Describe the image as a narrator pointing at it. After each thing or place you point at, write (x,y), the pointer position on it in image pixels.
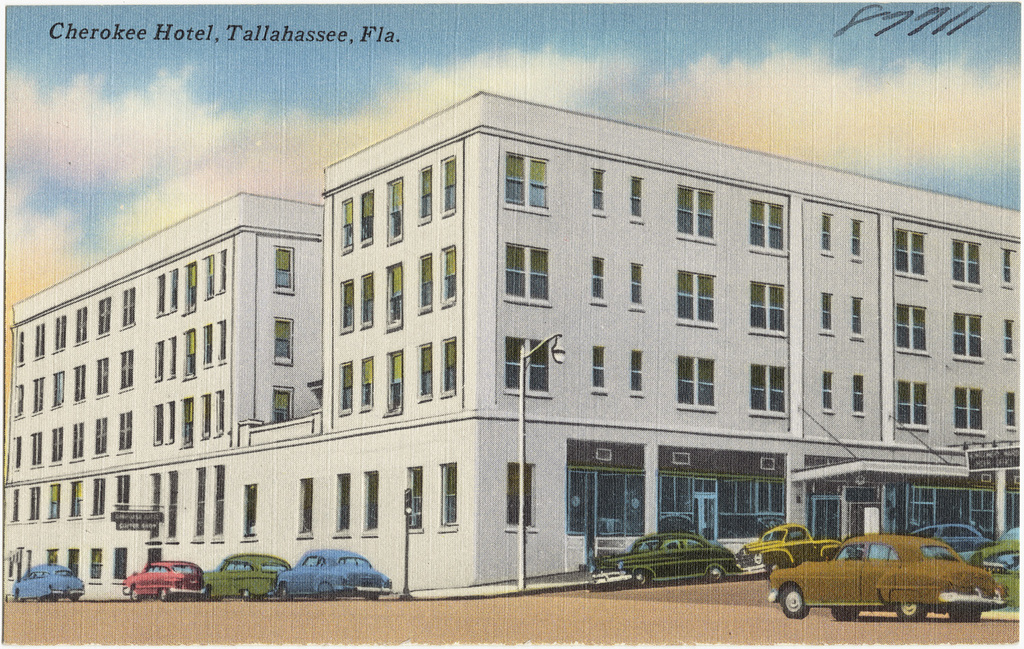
It is a graphical image. In the image we can see some vehicles (66,596), poles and building (260,408). Top of the image (147,145) there are some clouds (35,115) and sky (636,28) and there is a water mark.
